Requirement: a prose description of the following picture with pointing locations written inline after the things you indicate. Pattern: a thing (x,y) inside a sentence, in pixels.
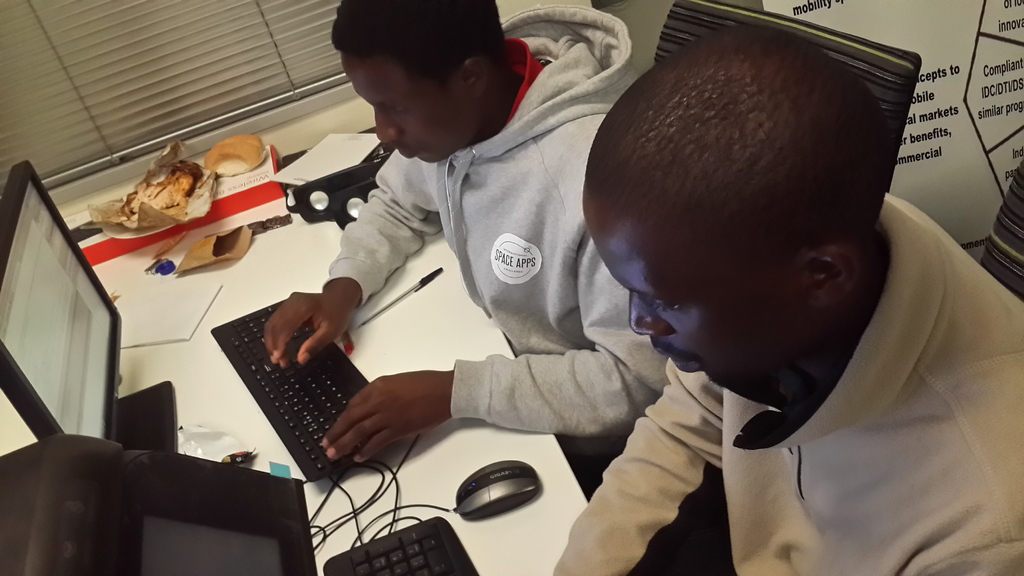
In the background (271,30) we can see a window blind (271,30). In this picture we can see men (824,271) sitting on the chairs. On a table (217,305) we can see monitor (24,221), keyboard (425,536), mouse (500,511), pen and few objects (198,254). On the right side of the picture (961,14) we can see a board (965,105) with some information (1000,92).
